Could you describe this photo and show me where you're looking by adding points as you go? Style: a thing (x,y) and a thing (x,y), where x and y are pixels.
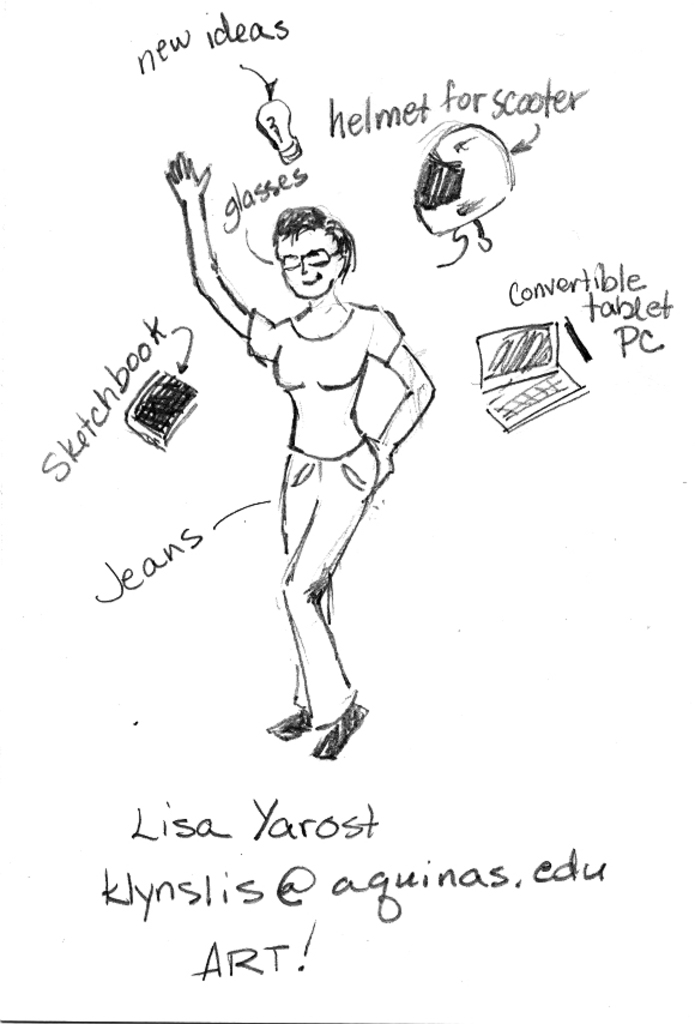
In this image, this looks like a pencil art (328,503) on the paper (378,685). This is a person (325,320) standing. I can see a helmet (444,215), bulb (287,159), book (172,420), computer (492,407) and letters (369,878) on the paper (367,679).
